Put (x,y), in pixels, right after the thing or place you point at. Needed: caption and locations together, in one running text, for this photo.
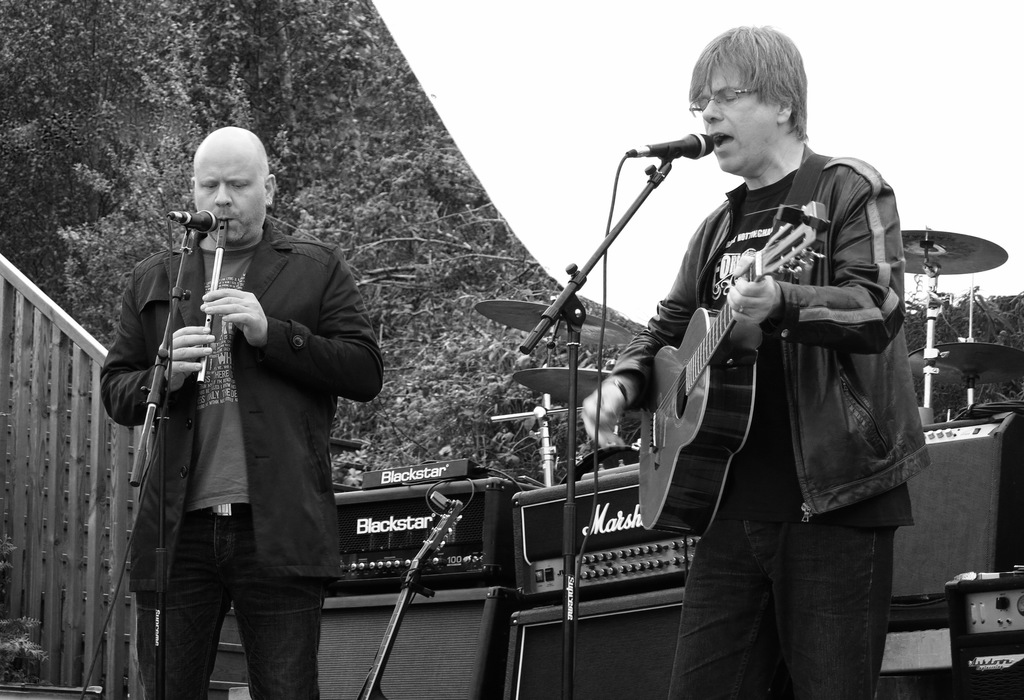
It is a black and white picture where two people (276,539) are standing on the stage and at the right corner of the picture (783,568) one person (753,487) is playing a guitar (742,378) and wearing a black jacket (806,425) and singing in front of the microphone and in the left corner (260,289) the picture one person (204,410) is standing and playing a flute (216,256) in his hands (227,303) in front of the microphone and behind them there are trees (400,221) and speakers (358,590). and drums (615,330) are present.
